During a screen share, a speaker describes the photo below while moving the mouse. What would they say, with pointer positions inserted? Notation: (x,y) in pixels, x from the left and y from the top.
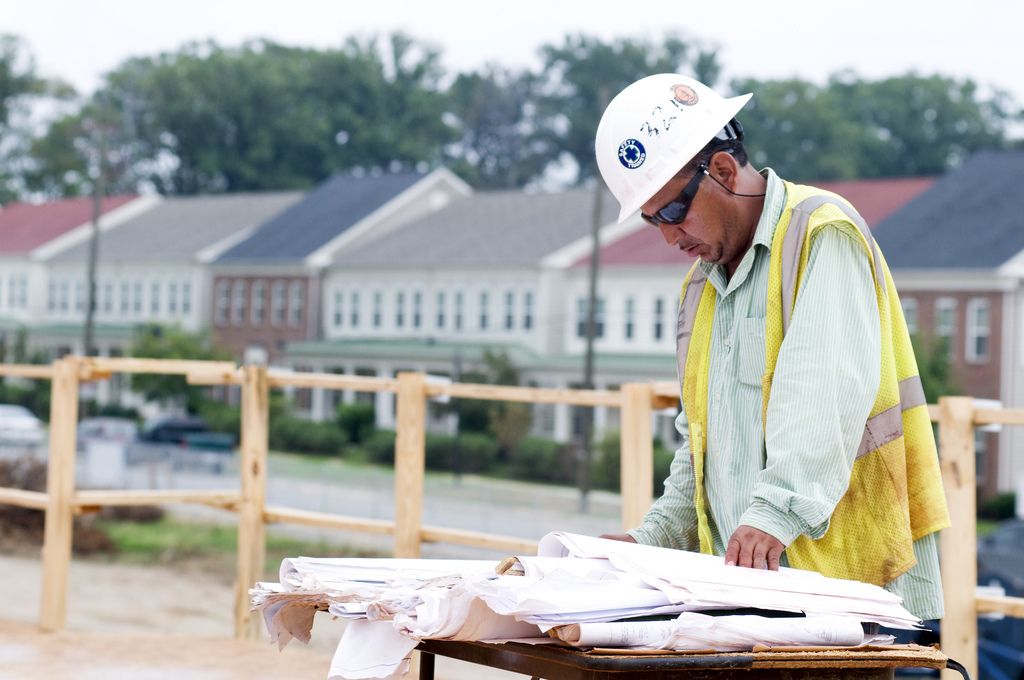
In this picture, There is a table (870,649) on that table (881,660) there are papers (710,628) in white color, In the right side (846,542) there is a man (836,404) standing and holding the papers (670,560), In the background (253,434) there are some wooden sticks (256,460) which are in yellow color, There are some homes (462,276) in white and blue color and they are some trees (311,121) in green color and there is sky (674,13) in white color.
